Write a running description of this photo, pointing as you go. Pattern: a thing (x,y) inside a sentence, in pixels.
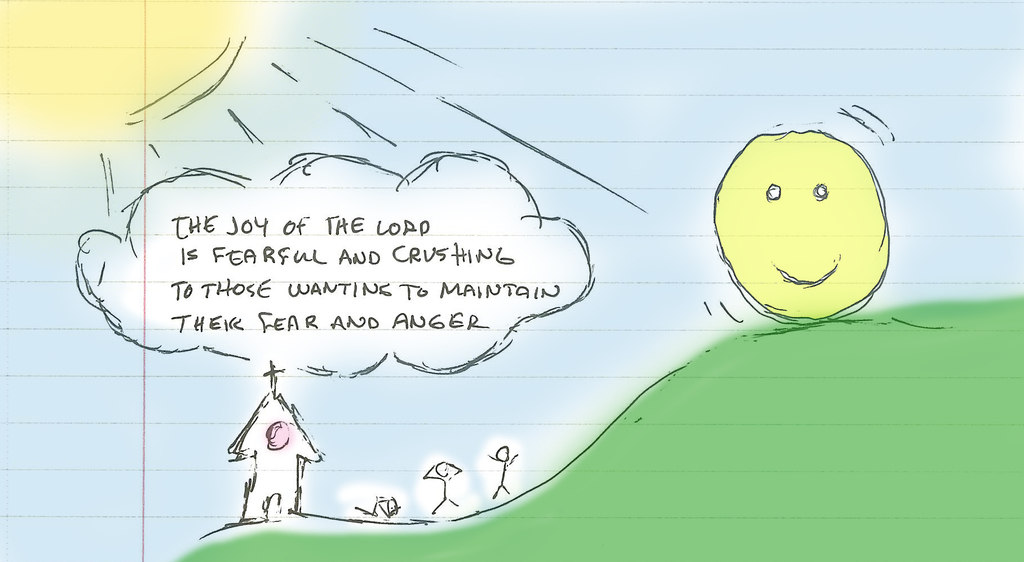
In this picture we can see a paper (90,421), there is a painting (468,309) on the paper (406,282), we can see handwritten text (364,262) in the middle (356,263).
